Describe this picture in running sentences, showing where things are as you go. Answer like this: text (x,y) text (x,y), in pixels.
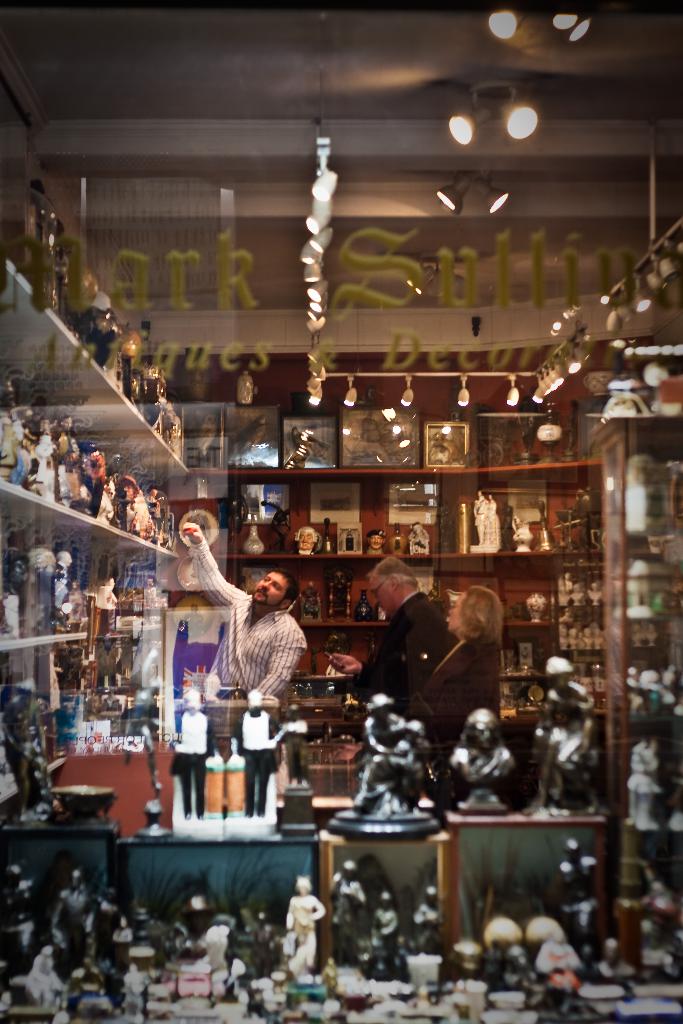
In this picture there are three persons (391,653) standing and there are few toys (83,486) placed on the shelves (360,591) around them and there are few lights (468,118) above them.
